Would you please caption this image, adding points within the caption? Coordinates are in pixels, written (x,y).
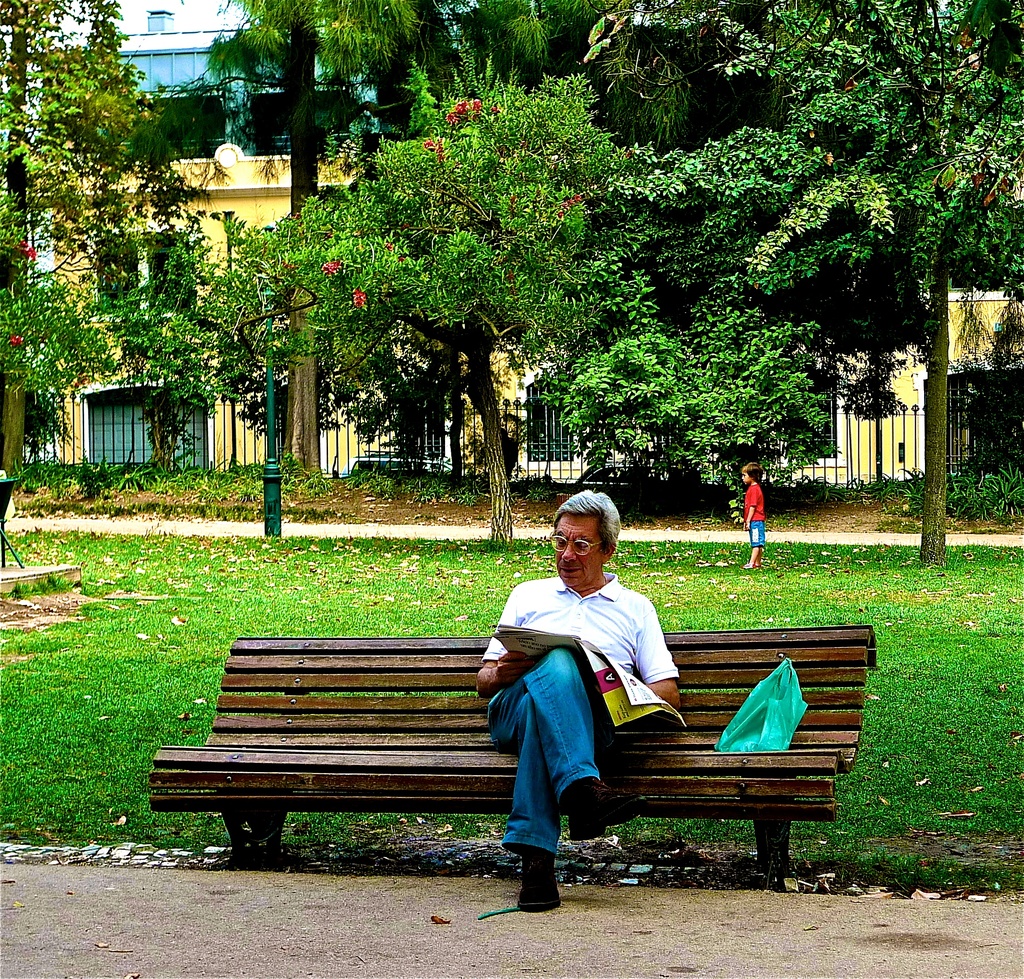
In this image I see a man (656,631) who is sitting on a bench (723,639) and he is holding a newspaper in his hand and there is a cover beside to him. In the background (828,586) I see the grass (990,752), trees (809,195), buildings (908,429) and a child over here.
